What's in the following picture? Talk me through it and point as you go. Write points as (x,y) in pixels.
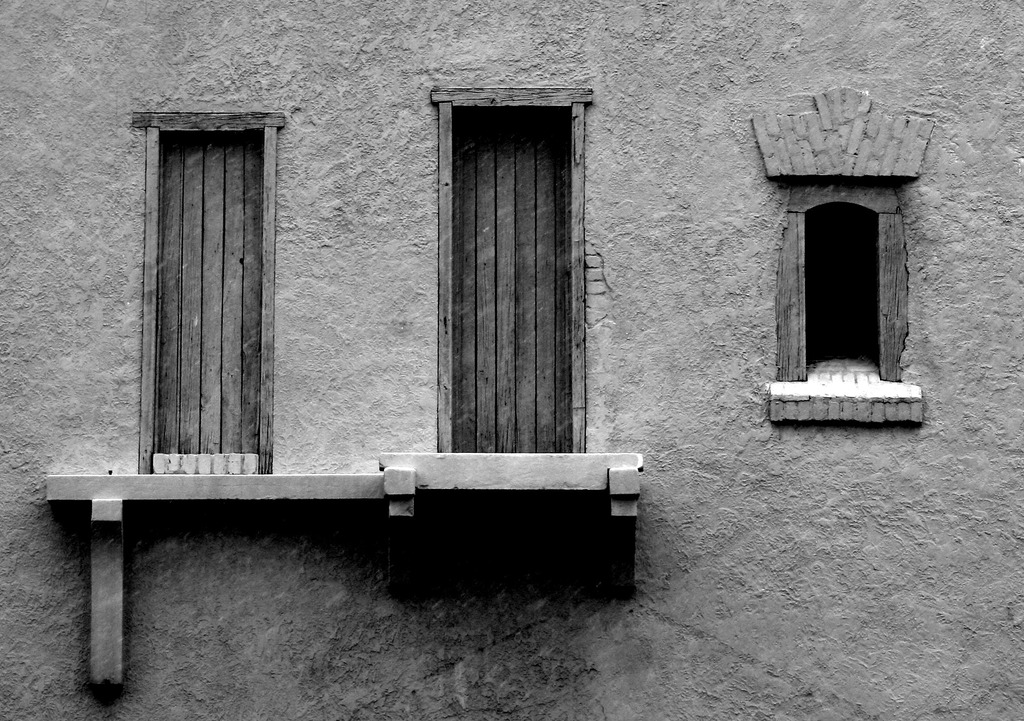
This picture is clicked outside. In the center (671,363) we can see the building (935,569) and we can see the windows (185,135) and a shelf (151,488).
